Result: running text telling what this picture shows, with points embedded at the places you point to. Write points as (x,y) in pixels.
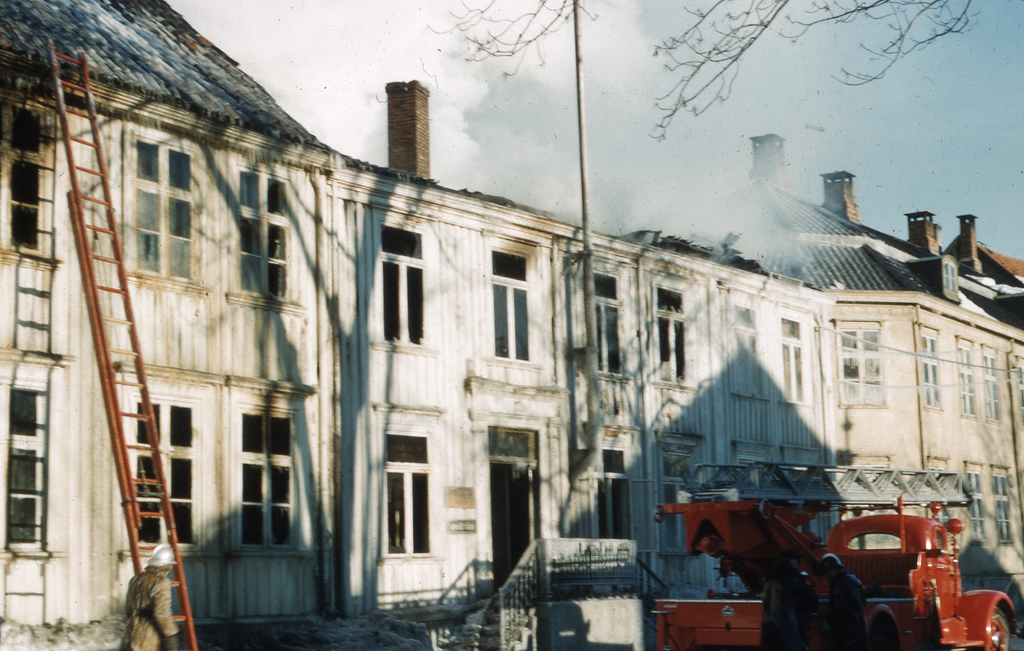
In this image I can see buildings (451,570). There is a vehicle (724,538) and a ladder (877,479). There are three persons (845,580) and in the background (708,121) there is sky (893,201).
